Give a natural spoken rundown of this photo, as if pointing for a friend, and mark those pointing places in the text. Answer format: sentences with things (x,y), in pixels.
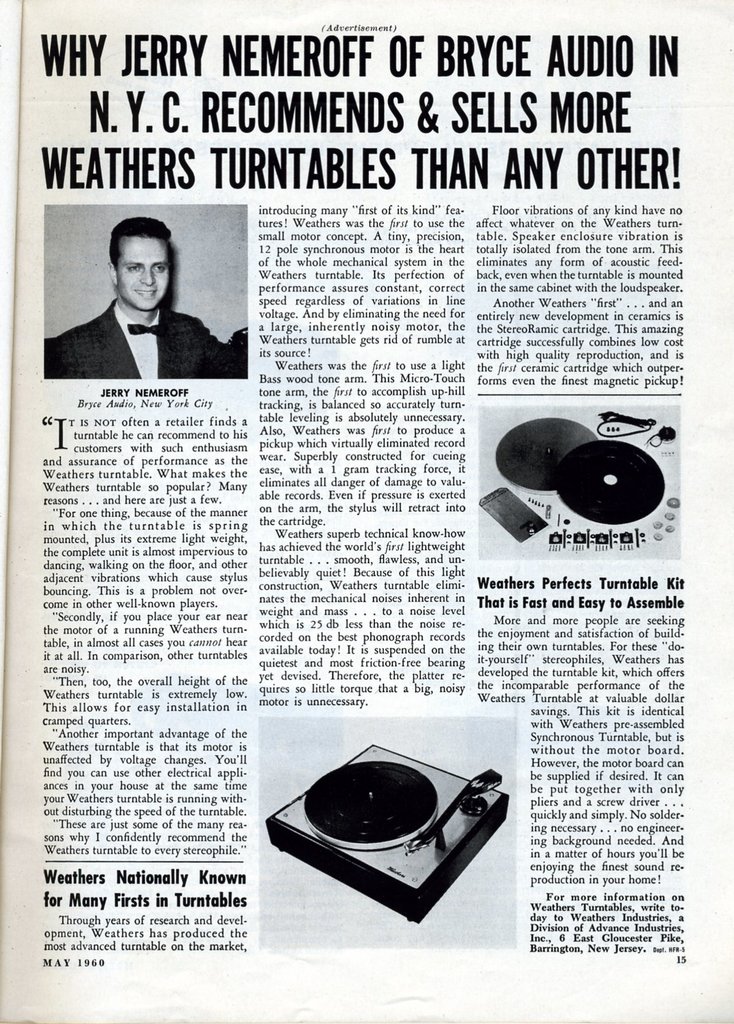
In this Image I can see a newspaper (276,388) and something is written on it. I can see a person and few objects (584,463) on the paper (603,493).
